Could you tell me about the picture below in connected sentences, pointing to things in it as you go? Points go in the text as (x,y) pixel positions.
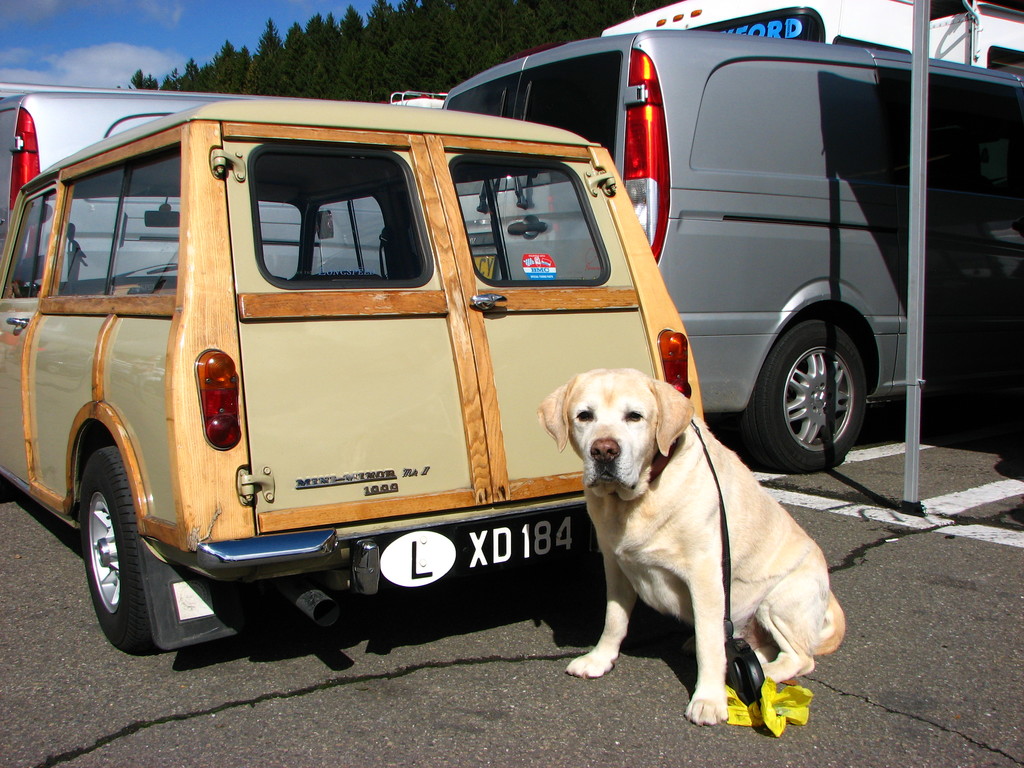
In the image there is a dog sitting on the road (356,649) and behind the dog (642,402) there are few vehicles (503,379) and in the background (474,16) there are trees (467,31).
